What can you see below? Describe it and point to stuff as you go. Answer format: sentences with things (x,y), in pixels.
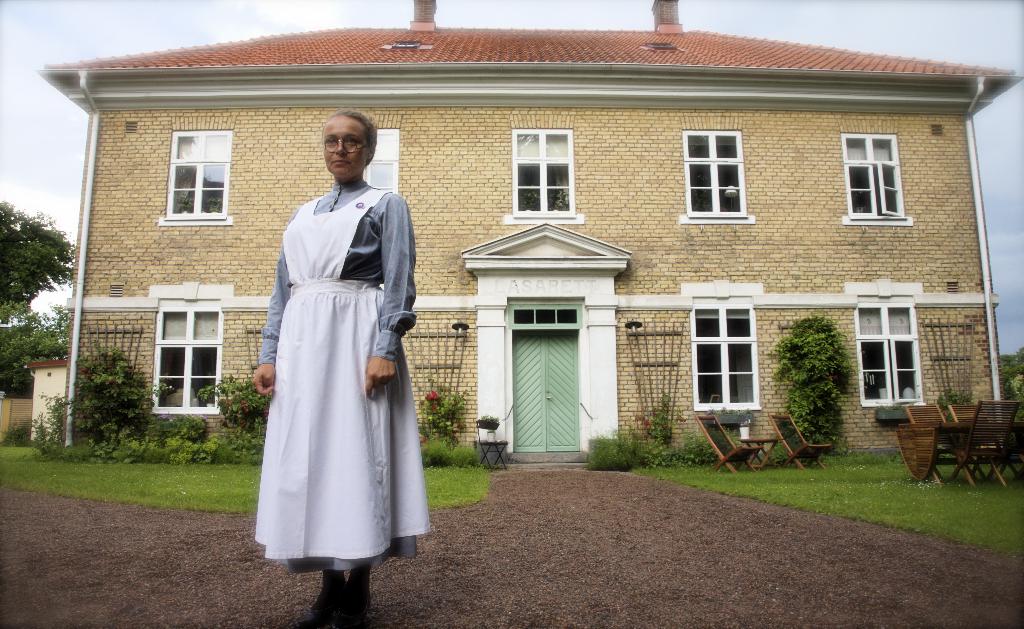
A woman (423,506) is standing, she wore white color dress (358,321). Behind her there is a house (640,299), on the right side (785,439) there are chairs (714,439). At the top (90,45) it is the sky (90,45).
